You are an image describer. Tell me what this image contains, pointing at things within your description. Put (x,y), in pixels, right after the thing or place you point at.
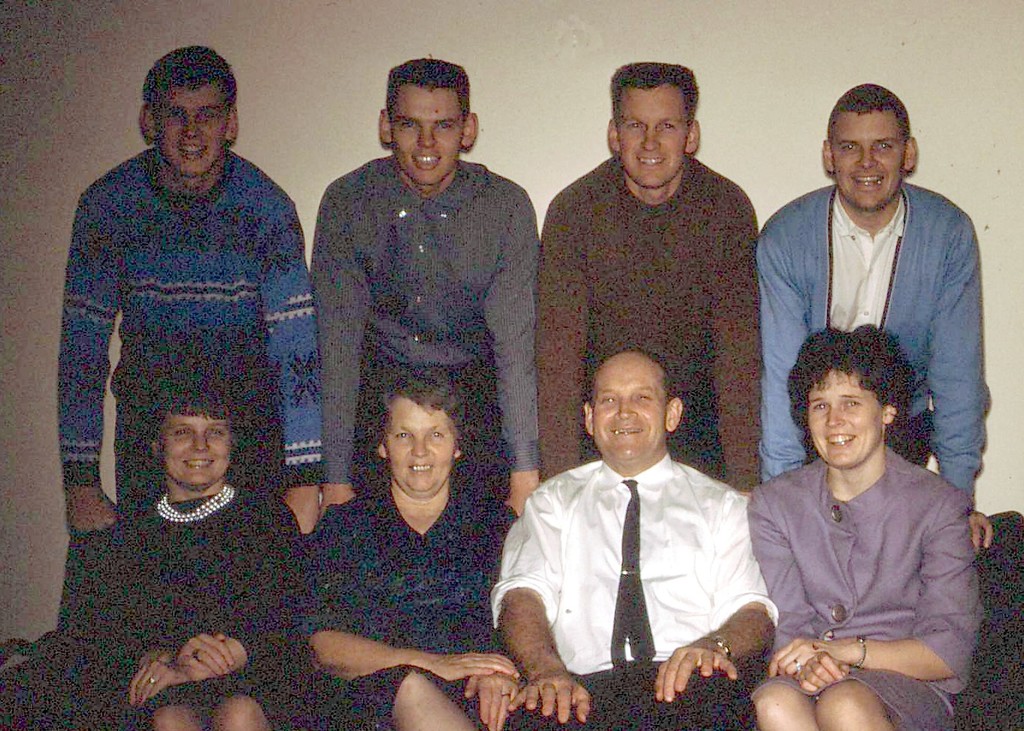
In the image in the center (539,281) we can see four persons (530,332) were standing and four persons (391,405) were sitting on the chair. And they were smiling, which we can see on their faces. In the background (577,130) there is a wall (537,96).
